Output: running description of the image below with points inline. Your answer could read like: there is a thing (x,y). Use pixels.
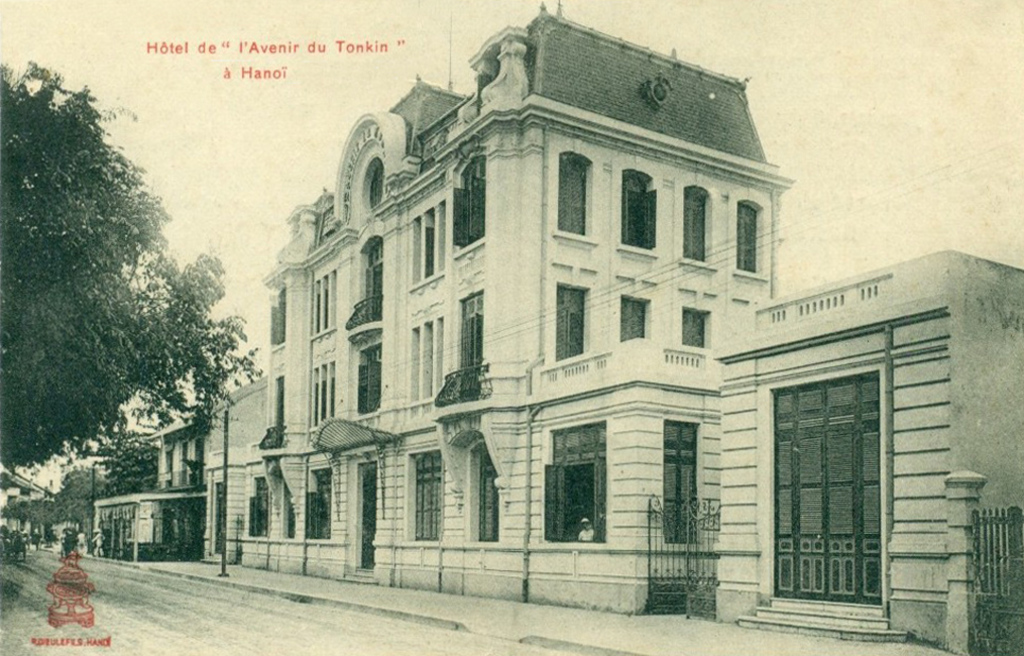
This image consists of a building (614,439) in white color along with windows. On the left (46,360), there is a tree (24,331). At the bottom (148,631), there is a road (243,612). At the top (240,44), we can see a text (296,53).
